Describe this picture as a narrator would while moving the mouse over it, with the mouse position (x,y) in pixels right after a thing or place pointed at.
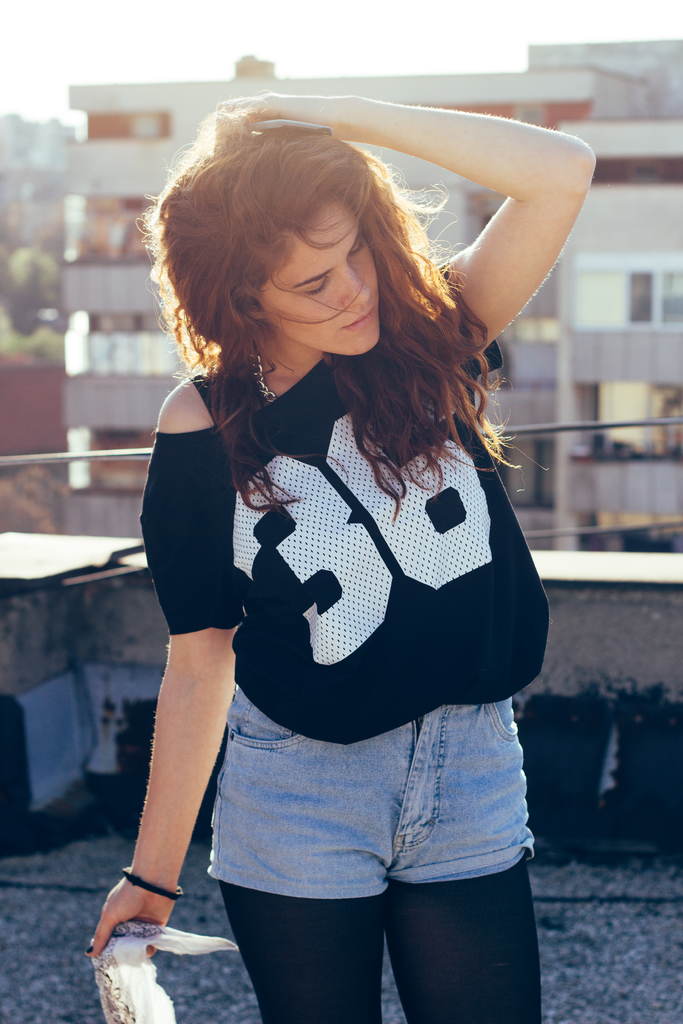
In this image, at the middle (441,526) there is a girl (439,505) standing, at the background (602,483) there are some buildings (636,191) and at the top (447,31) there is a sky (184,48).
